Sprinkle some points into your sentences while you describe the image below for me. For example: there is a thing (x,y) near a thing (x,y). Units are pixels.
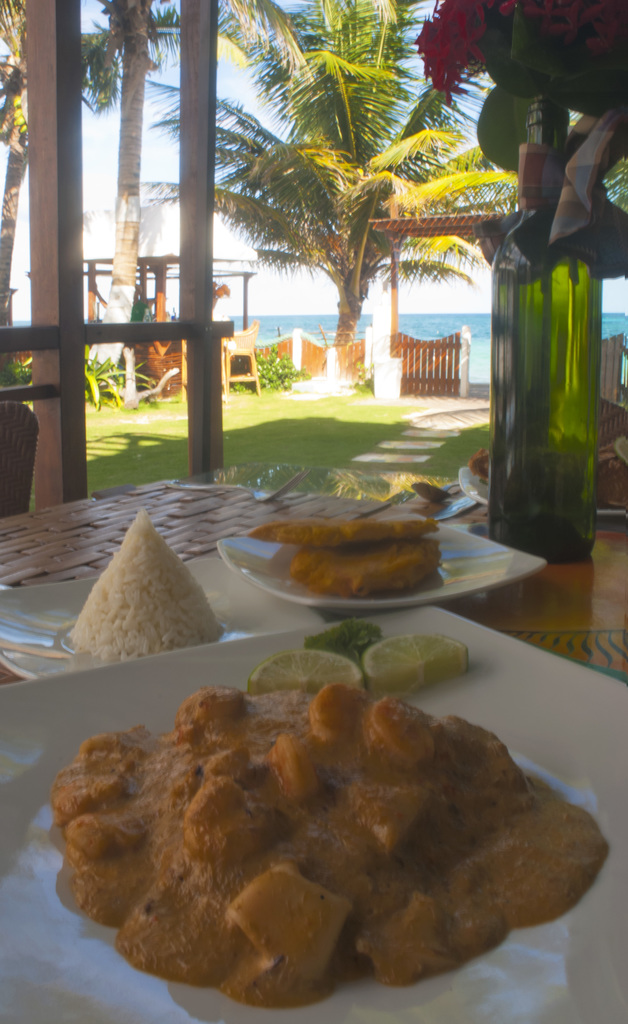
In this image we can see some food (259,757) in the plates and a bottle (571,383) with flowers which are placed on the table (609,596). On the backside (235,423) we can see some wooden poles (188,355), fence (293,348), grass (343,421), a tree (307,247), a water body (313,319), a roof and the sky (117,167).
